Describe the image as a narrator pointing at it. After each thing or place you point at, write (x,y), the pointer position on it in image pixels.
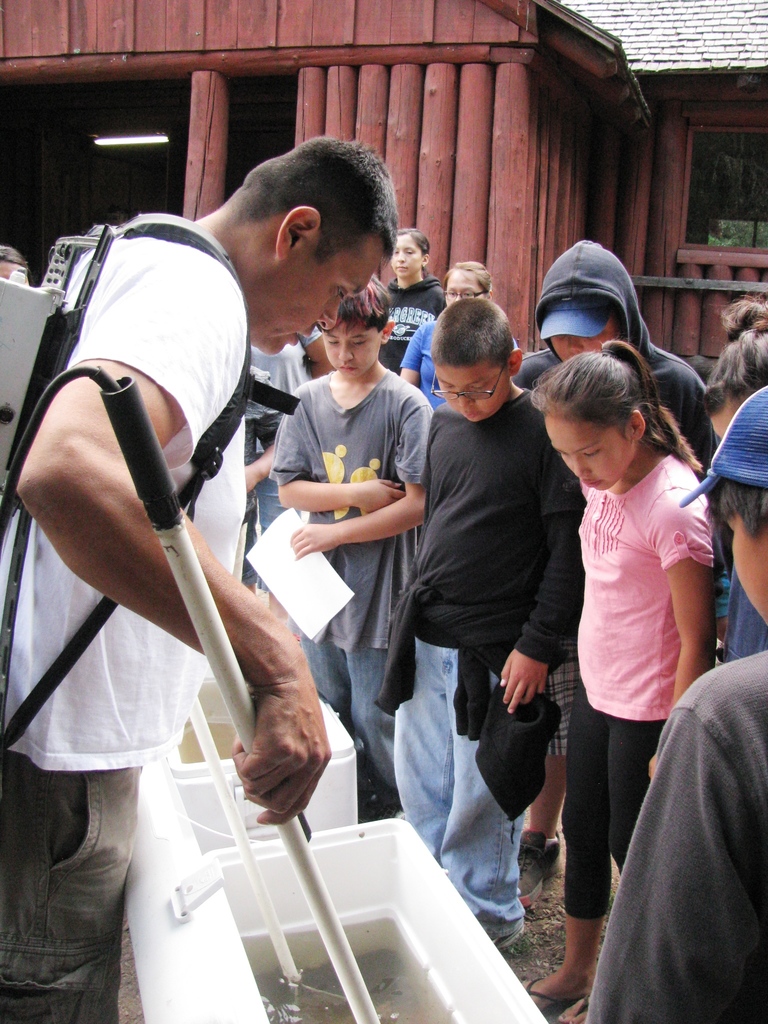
This picture is clicked outside. On the left (172,344) there is a person (175,337) wearing white color t-shirt (170,466), holding some object (342,968) and standing on the ground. On the right (547,437) we can see the group of people (402,476) standing on the ground (555,895). In the center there are some white color objects (196,1002) placed on the ground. In the background (399,105) we can see the houses (496,80).
